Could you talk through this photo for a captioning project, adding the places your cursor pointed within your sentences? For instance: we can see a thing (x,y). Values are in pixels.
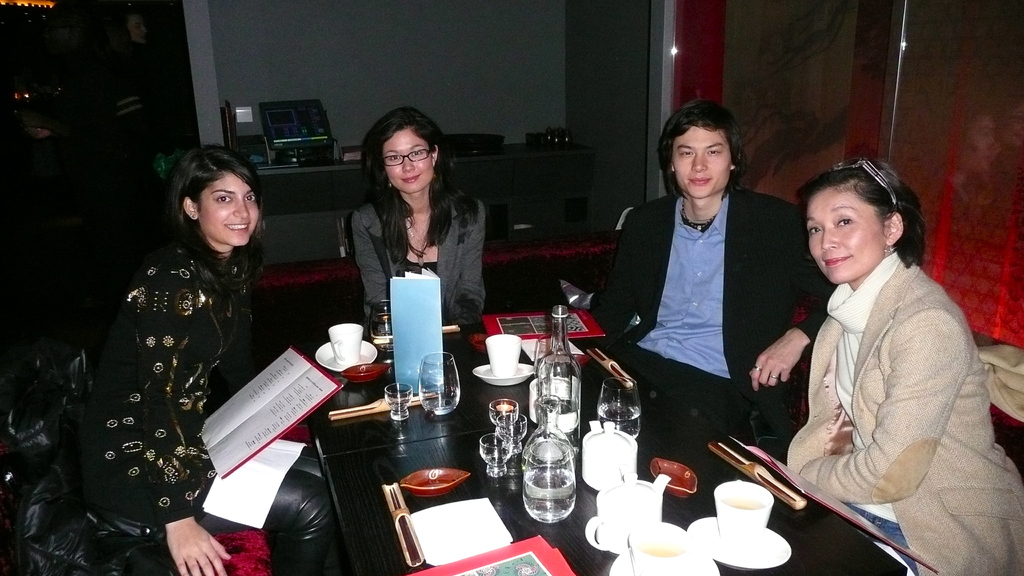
In this picture i could see four persons (203,278) sitting around the table (352,467) which is black in color. In the left side person (204,380) she is wearing a black dress (151,420) beside her the other person (372,260) she is having a glasses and wearing a grey colored dress (469,256) and beside her there is a person (745,244) wearing a black color sweater (741,285) beside him a lady (883,314) with the yellow colored blazer (915,352) and having goggles (866,170) on her head (845,181). In the background (835,86) i could see the red colored curtain (922,121) and a wall (334,56) and on the table (587,564) there are some glasses (497,447), mugs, teapots (634,506) and cups (745,536) and saucers (697,551) and even books (504,562).
